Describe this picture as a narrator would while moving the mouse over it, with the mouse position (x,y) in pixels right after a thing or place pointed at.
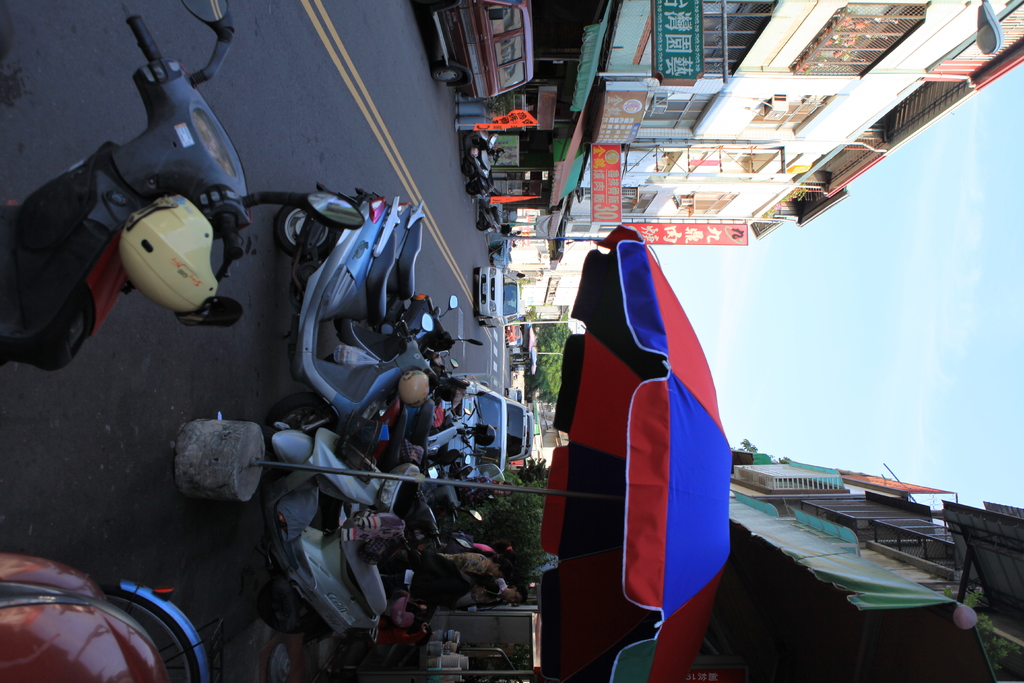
In this image I can see the road (344,120), few vehicles (339,283) on the road (353,101), an umbrella (598,478) which is red and blue in color, few persons (476,587) standing and few buildings (743,512) on both sides of the road (331,131). In the background (718,382) I can see the sky (848,367).
